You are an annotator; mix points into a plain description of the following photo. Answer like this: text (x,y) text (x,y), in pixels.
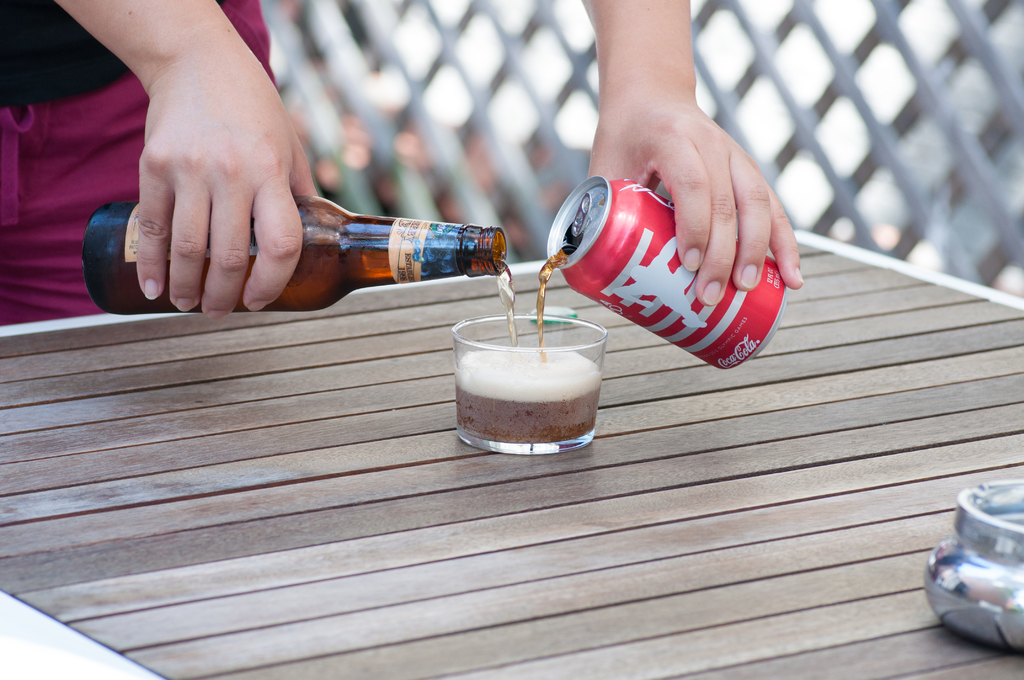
In this picture there is a man (291,236) holding a bottle (491,276) and a can (660,335) and is pouring liquid (519,369) into the glass (510,400). There is a vessel (954,597) on the table (322,540).
